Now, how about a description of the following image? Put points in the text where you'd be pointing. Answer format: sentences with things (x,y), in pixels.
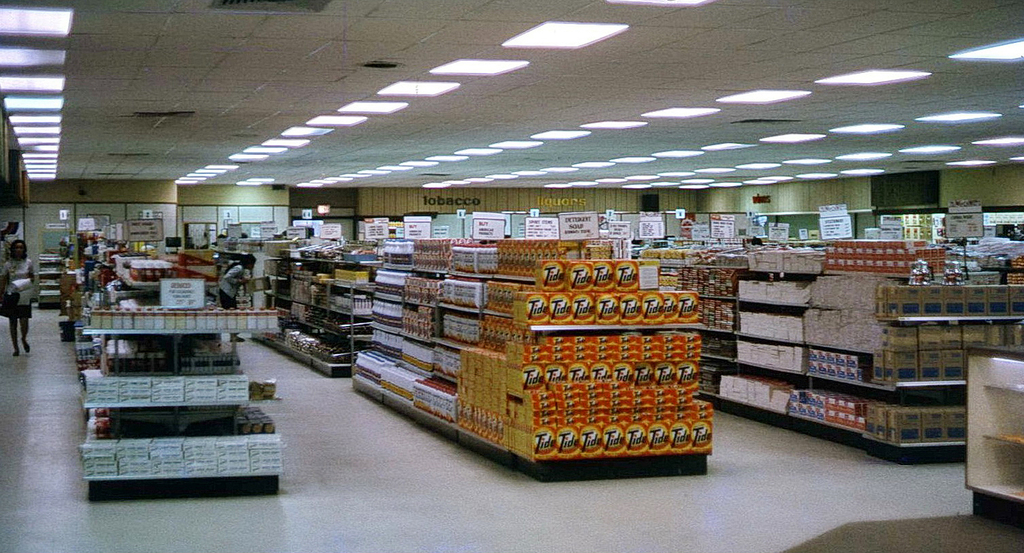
In the picture we can see a supermarket (165,285), inside we can see items (155,378) placed in the racks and to the ceiling (228,162) we can see lights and on the floor (47,344) some people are looking the items (98,302).
